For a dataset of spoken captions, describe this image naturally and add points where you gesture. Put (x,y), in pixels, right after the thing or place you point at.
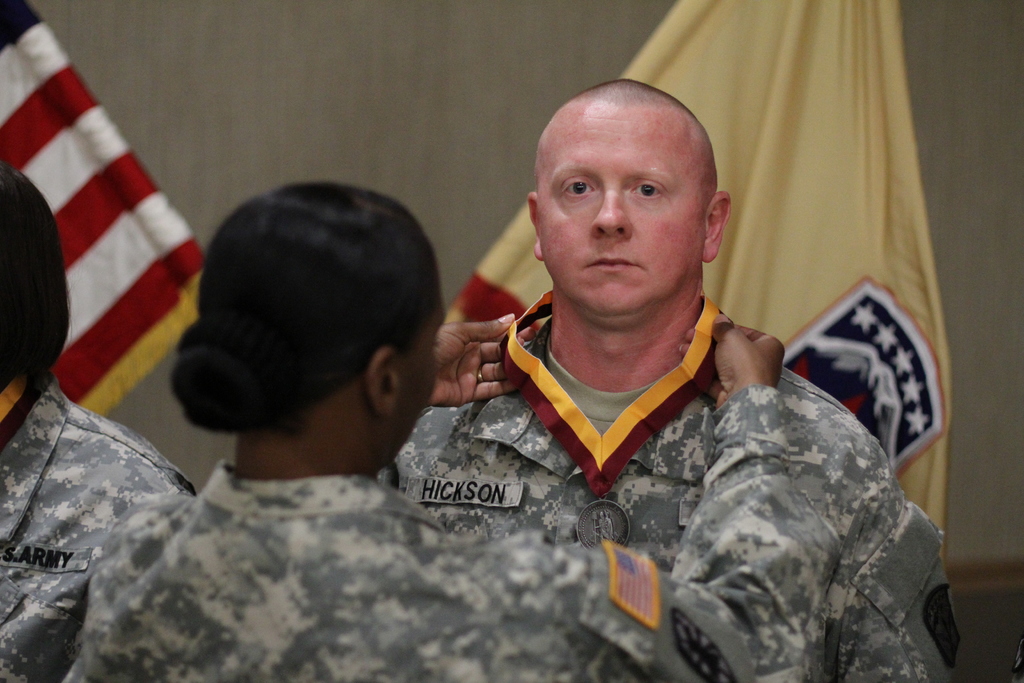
In this picture we can see army (389,633) & a woman (438,550) touching the medal (583,440) of a man (499,405) standing in front of her. In the background (539,92), we can see flags (838,119) in front of the wall (251,72).
